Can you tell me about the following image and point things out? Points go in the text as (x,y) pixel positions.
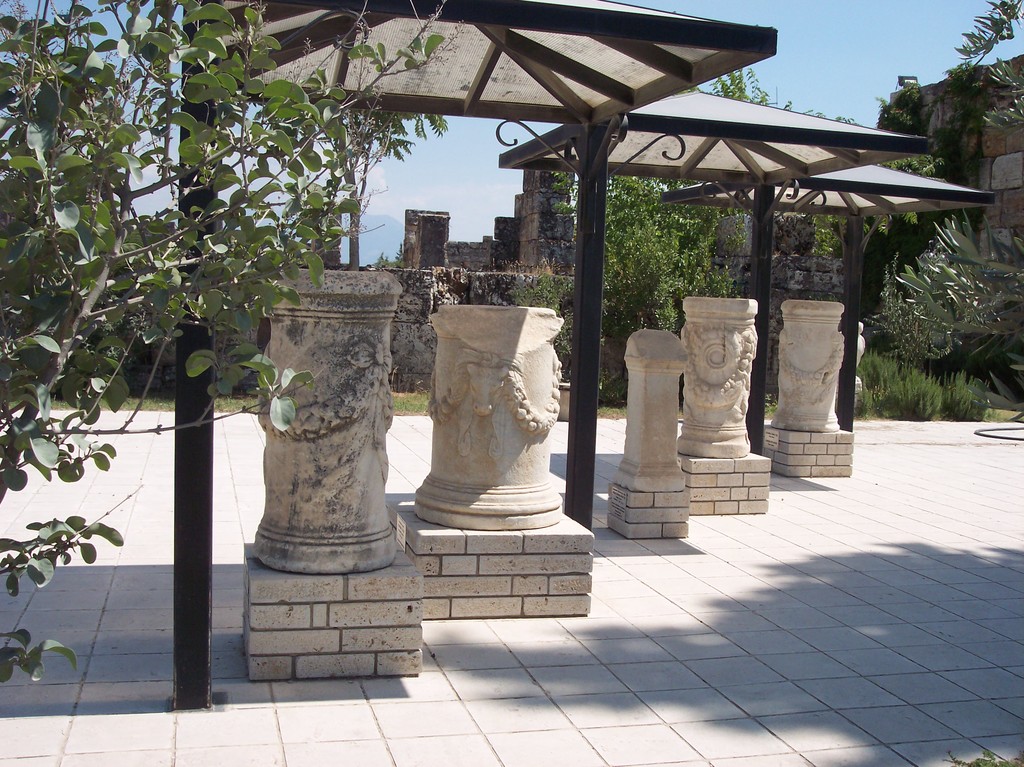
As we can see in the image there are sculptures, plants (979,101), trees (231,241), wall (932,115) and sky (468,157).
